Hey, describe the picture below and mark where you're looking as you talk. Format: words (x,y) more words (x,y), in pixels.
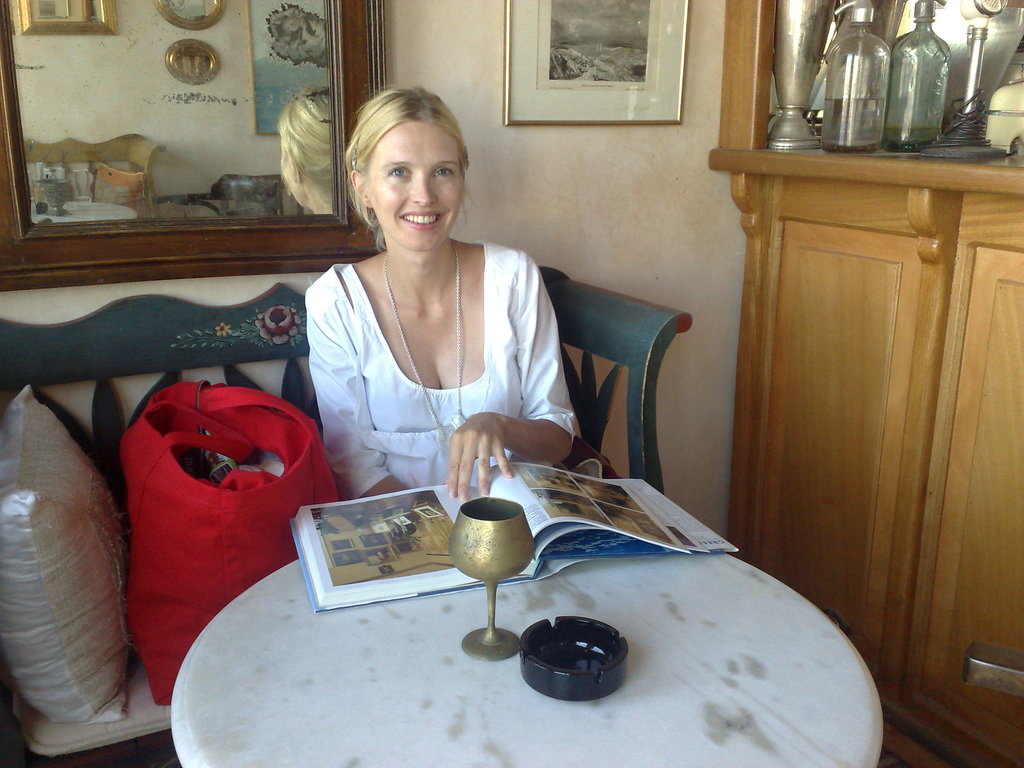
This image is taken indoors. In the background (588,229) there is a wall (577,219) with a picture frame (620,99) and a mirror (279,92) on it. On the right side of the image (940,408) there is a wooden cupboard (820,260) and there are a few objects (889,78) on the shelf (1010,162). At the bottom of the image (429,654) there is a table (467,613) with a glass (496,631), a bowl (598,630) and a book (429,566) on it. In the middle of the image (423,373) a woman (423,373) is sitting on the couch (170,721) and she is with a smiling face (408,224). On the left side of the image (58,497) there is a pillow (95,584) and a bag (186,565) on the couch (84,747).
